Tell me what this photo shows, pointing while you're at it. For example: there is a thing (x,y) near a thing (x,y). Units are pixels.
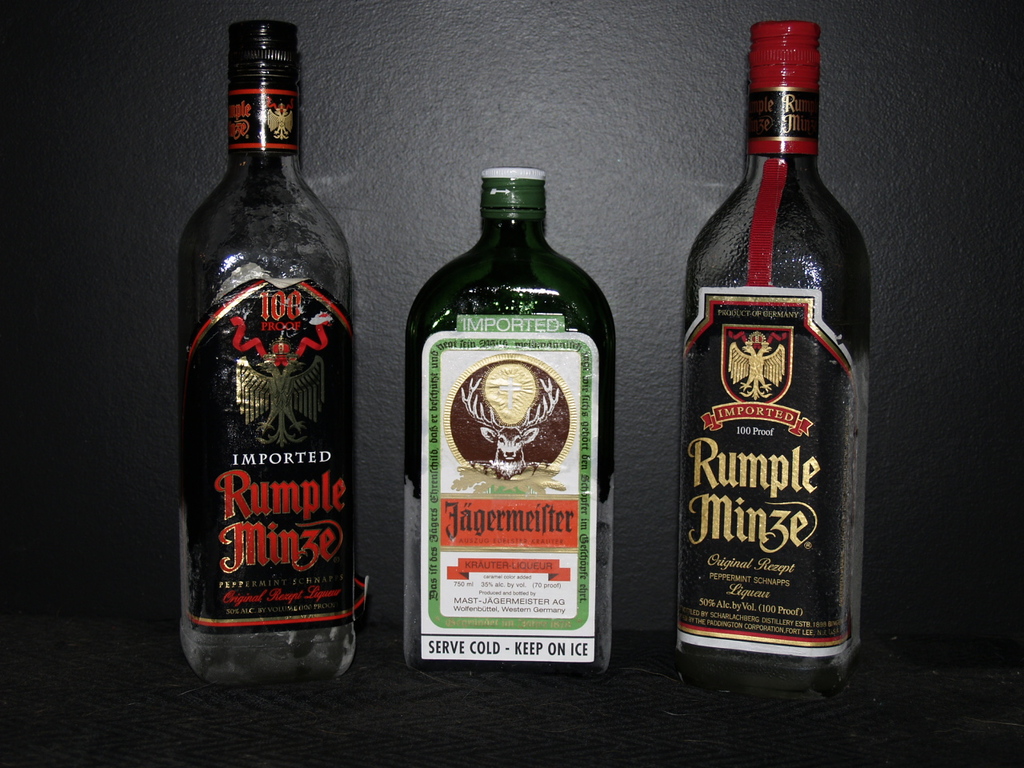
This picture is of inside. In the foreground (768,247) we can see there are three glass bottles (513,336) containing drinks (500,543), placed on the surface (608,693). In the background (525,63) we can see a wall (435,63).
